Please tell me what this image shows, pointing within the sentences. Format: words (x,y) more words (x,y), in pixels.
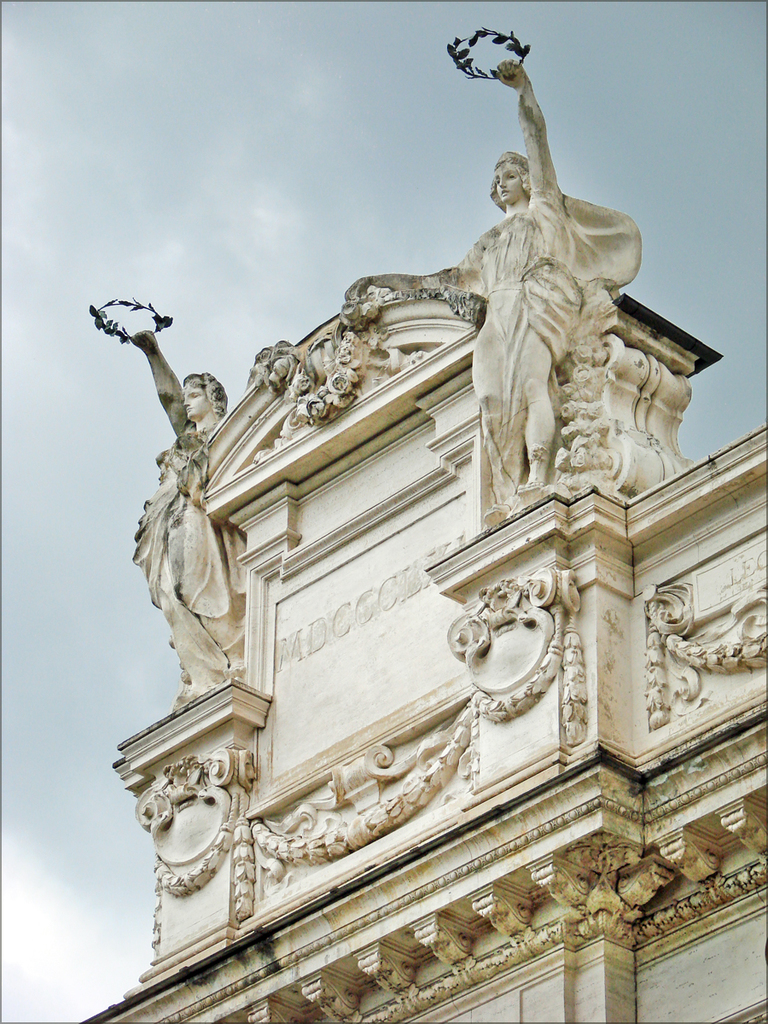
In this picture we can see a building (329,548) with statues (242,614) on it and we can see sky (144,360) in the background (137,354).
